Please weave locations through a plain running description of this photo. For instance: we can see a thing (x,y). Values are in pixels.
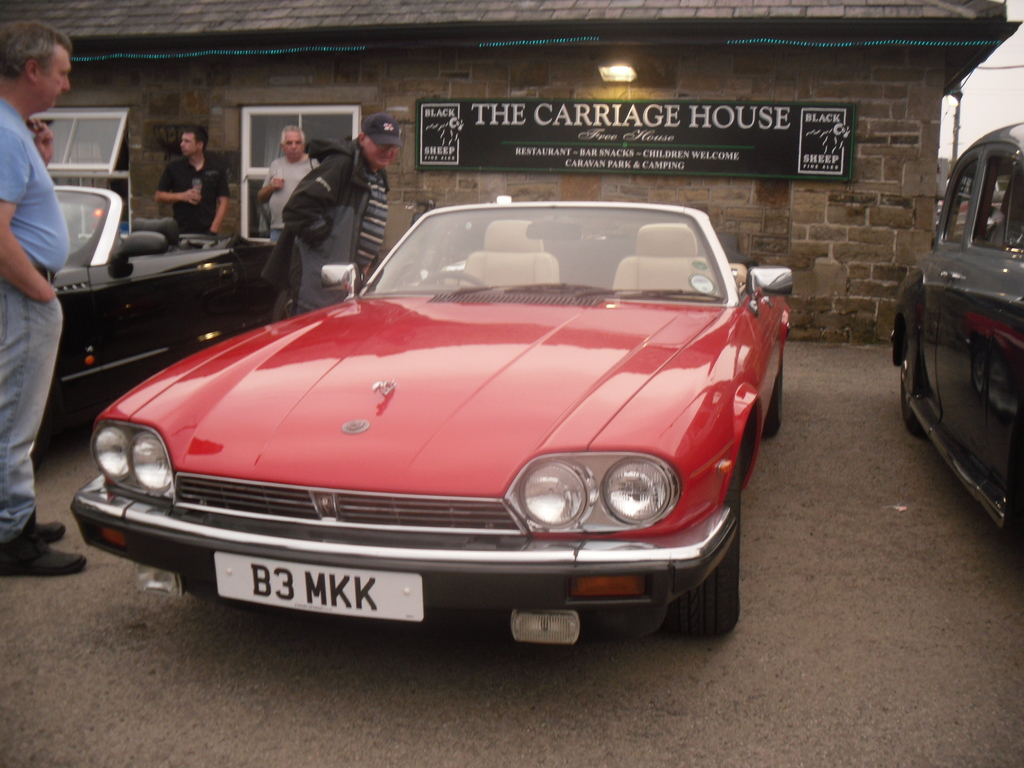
Here in this picture we can see number of cars (647,364) present on the ground (968,541) over there and we can also see people (32,315) standing over there and behind them we can see a store (309,7) present and in the middle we can see a board (829,170) of it on the wall (516,189) over there and we can also see a light (616,81) present above that and we can see windows (272,119) on the wall (150,175) over there.
